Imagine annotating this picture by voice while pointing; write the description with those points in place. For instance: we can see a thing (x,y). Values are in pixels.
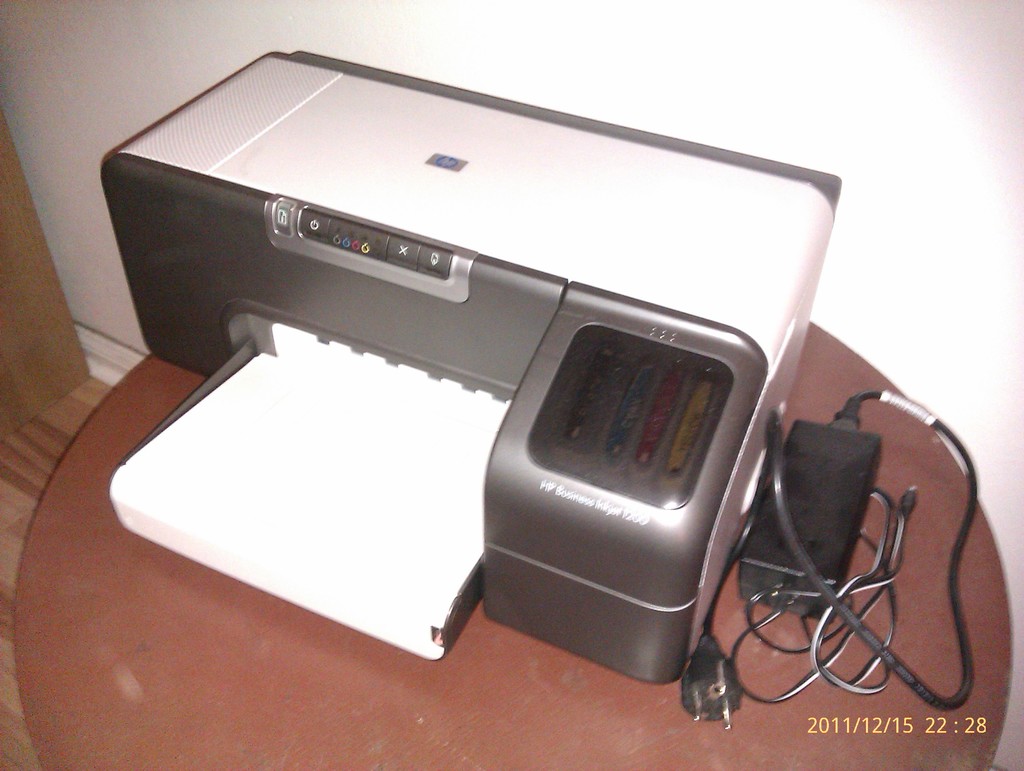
In this picture, we can see printer (713,517), wire (796,595) on the table (298,646), we can see the wall (31,132), ground (52,422) and some object (4,136) on the left side of the picture (109,337).
